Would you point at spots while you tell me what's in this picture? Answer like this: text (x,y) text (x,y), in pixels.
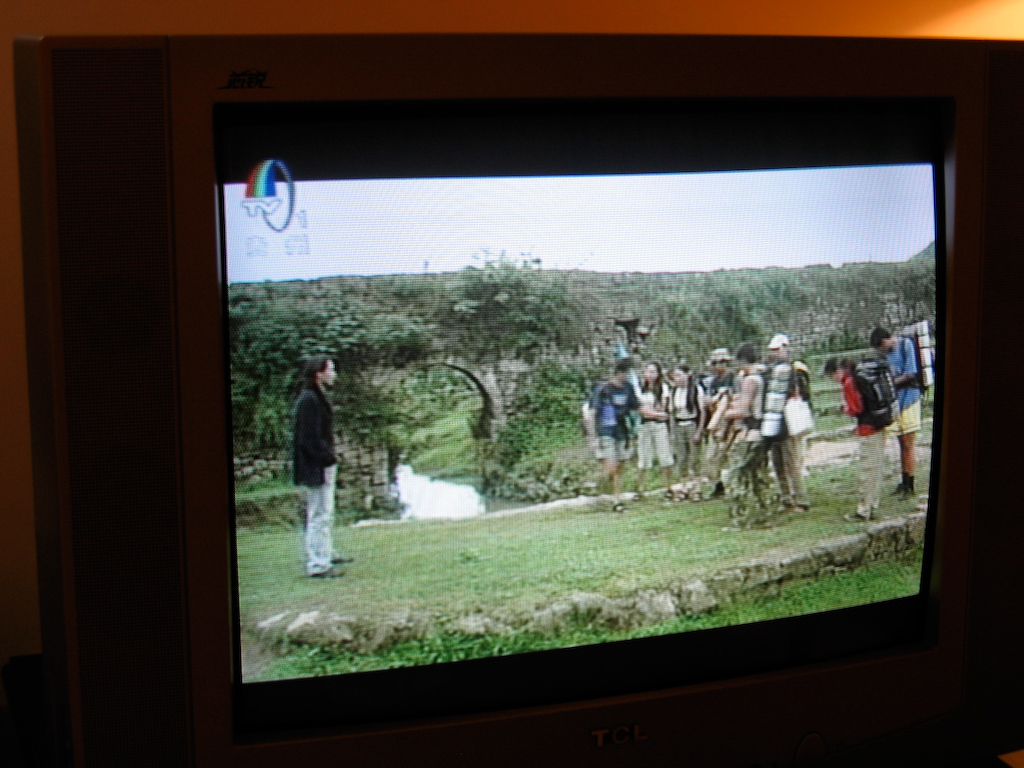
The picture consists of a television (567,703), in the television (367,284) we can see people (301,410), plants (489,322), trees (501,334), grass (559,630), bridge (504,395) and water body (465,503). At the top (563,222) there is sky (713,211). In the picture at the top (206,20) we can see an object (753,25) looking like a wall (488,14).
